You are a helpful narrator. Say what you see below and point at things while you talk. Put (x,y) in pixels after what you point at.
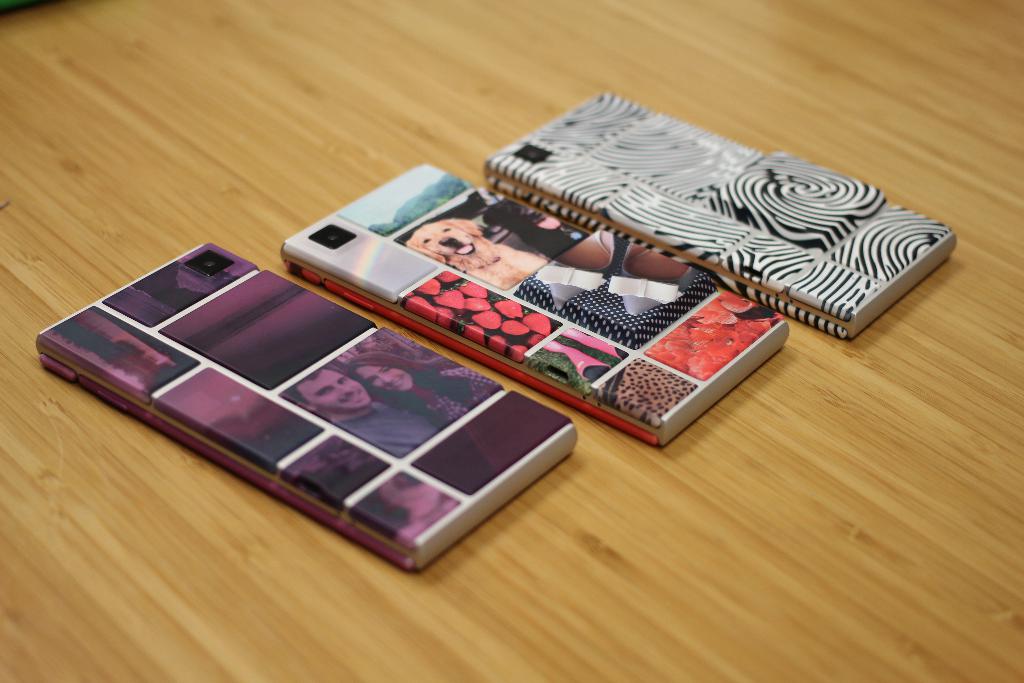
In this image we can see mobiles (404,375) placed on the table (661,598).
